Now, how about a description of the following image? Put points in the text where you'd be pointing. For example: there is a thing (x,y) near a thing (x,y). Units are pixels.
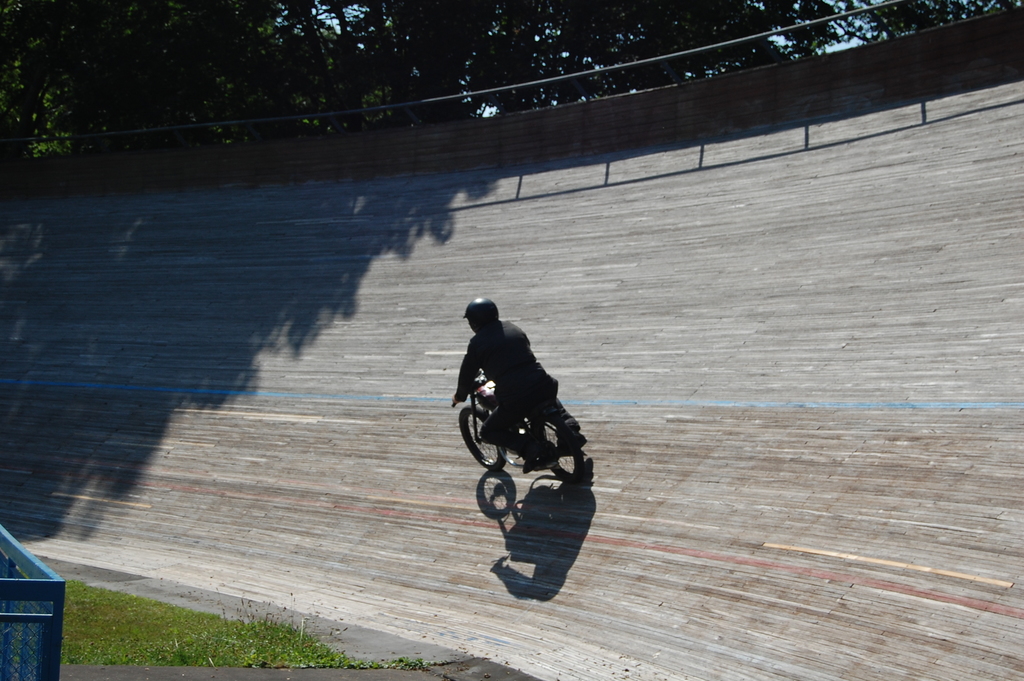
In this image we can see a person (519,397) riding the bike (567,441). There are few trees (123,40) in the background (324,42).
